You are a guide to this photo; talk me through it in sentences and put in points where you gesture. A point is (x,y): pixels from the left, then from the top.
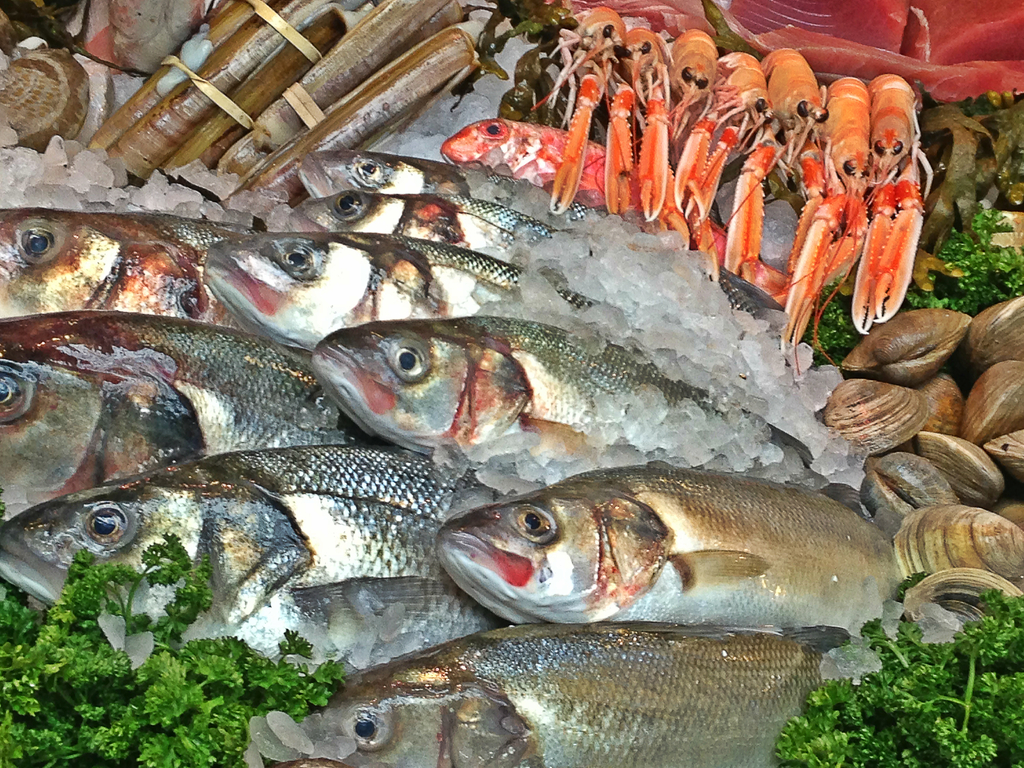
In this picture we can see fish (589,163), vegetable leaves (992,673), ice (687,321) and food items (435,81).
